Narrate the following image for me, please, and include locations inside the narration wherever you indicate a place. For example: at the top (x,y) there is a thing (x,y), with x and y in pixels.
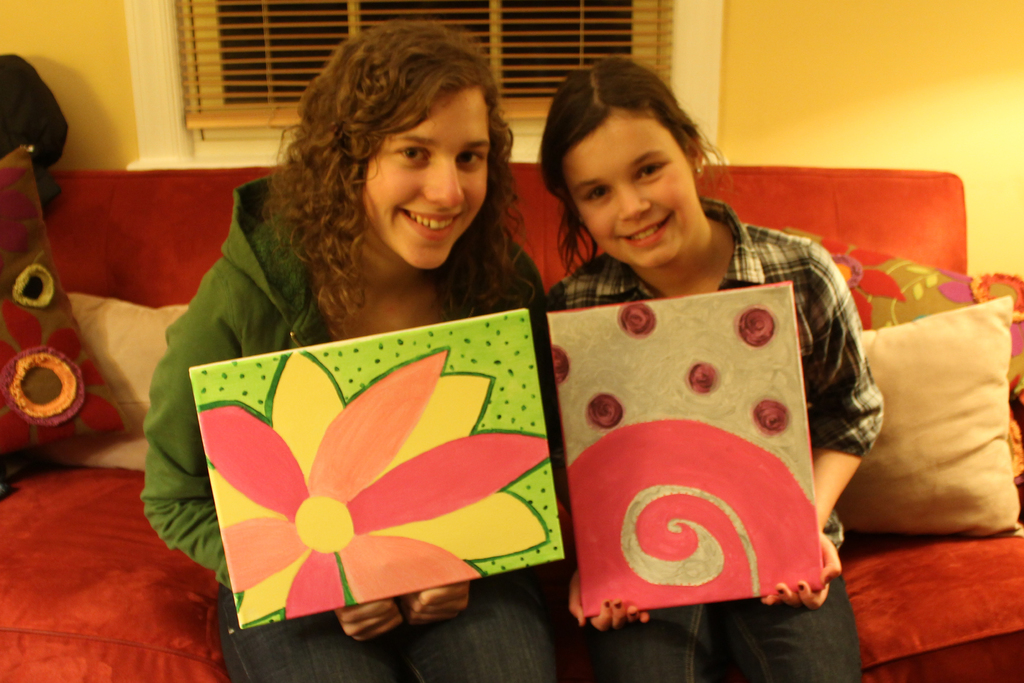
In this picture we can see girls (406,100) sitting on the couch (62,272). Here we can see pillows (896,338). They are holding painting boards (723,484) in their hands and smiling. In the background (934,97) we can see a wall (920,98) painted with yellow paint (878,87) and this is a window blind (502,27).
